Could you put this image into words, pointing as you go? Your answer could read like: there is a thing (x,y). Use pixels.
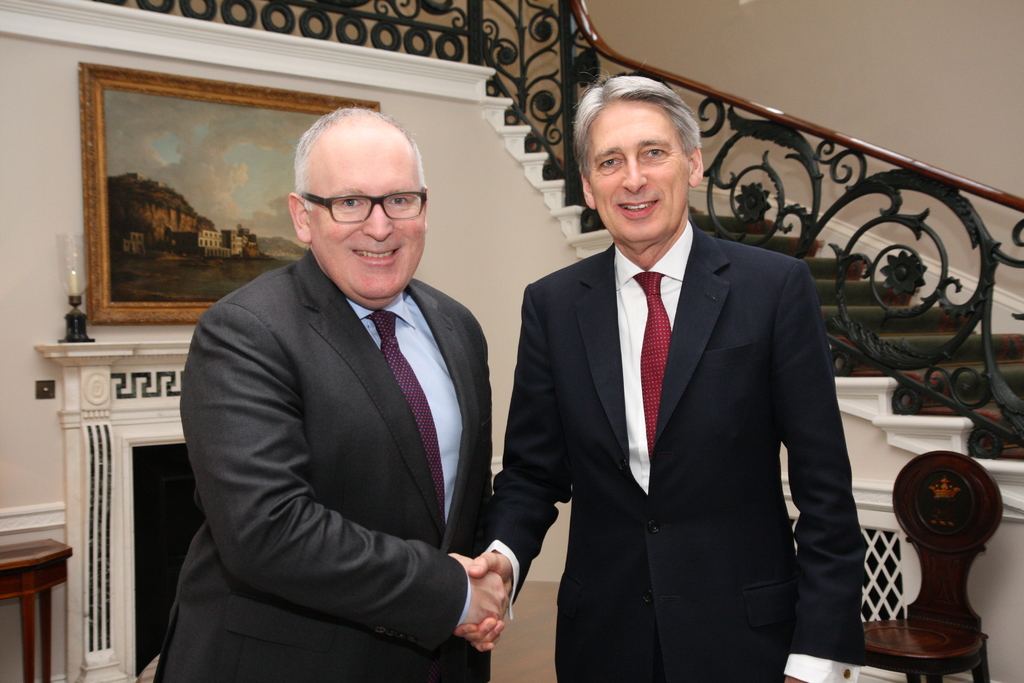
In this picture we can see two men (600,410) standing and smiling, on the right side (876,364) there are stairs (1012,337), we can see a chair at the right bottom (945,588), in the background (153,236) there is a painting (183,254), we can see the sky (207,214) and a building (221,235) in this painting (232,245), there is a lamp (82,272) on the left side (74,261).
